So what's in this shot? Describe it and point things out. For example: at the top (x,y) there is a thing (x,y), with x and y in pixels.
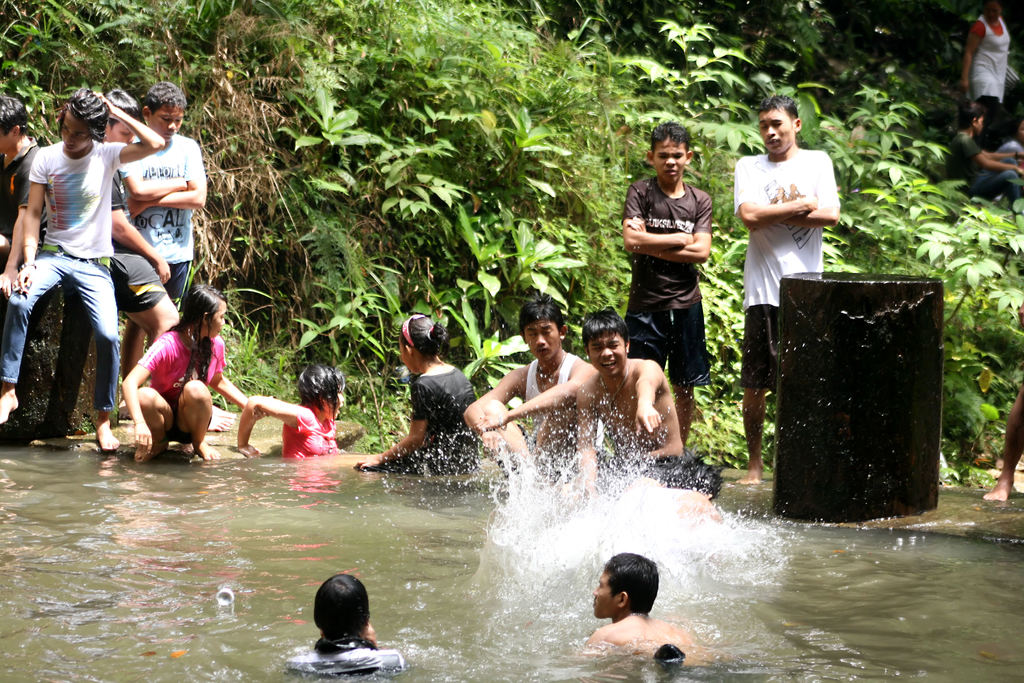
In the foreground of this image (373,642), there are two persons (369,641) in the water (480,618). In the background (588,413), few (635,423) are in the water (396,627), some of them are sitting and some of them are standing. We can also see trees (490,110) and a drum (839,429) in the background (489,115).
